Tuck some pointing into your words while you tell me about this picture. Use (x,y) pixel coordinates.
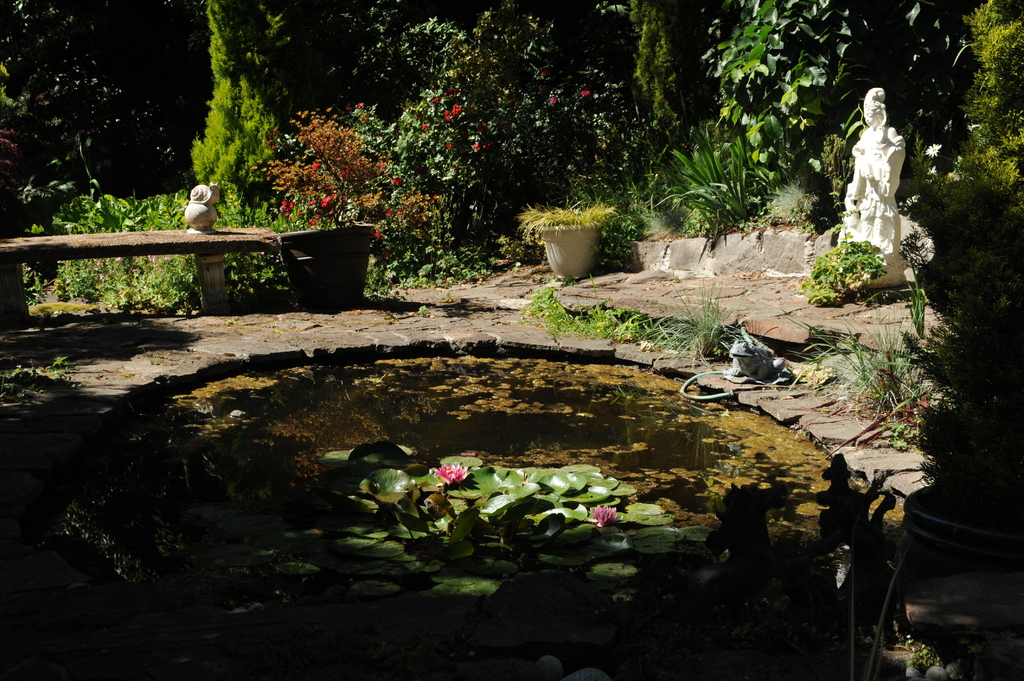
In this picture I can observe a small pond (560,417). There are lotus flowers (448,475) in this pond (437,491). On the right side (890,142) I can observe a statue (867,174) which is in white color. In the background (543,142) I can observe some plants (431,138) and trees (57,63). On the left side (139,249) I can observe a bench (129,236).
